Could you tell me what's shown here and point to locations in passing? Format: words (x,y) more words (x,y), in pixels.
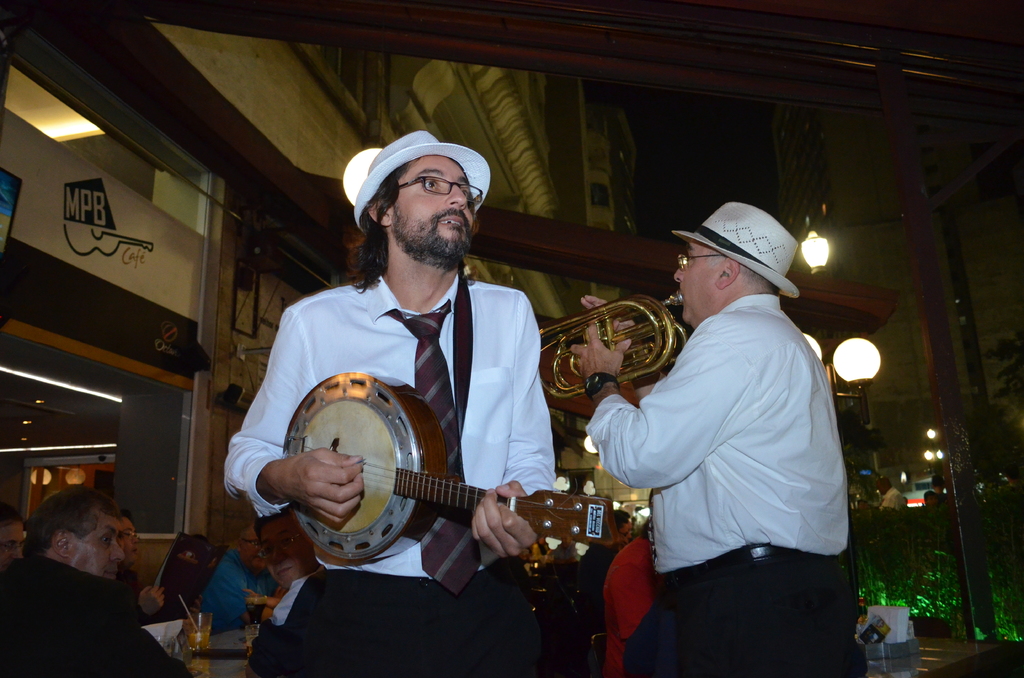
In the picture we can see a two men (741,361) are standing, one man (510,473) is holding a banjo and playing it, he is wearing a white cap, and the second man (720,526) is just beside him is playing a horn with white hat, in the background (192,280) we can see many people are sitting on the chairs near the table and we can also see some lights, plants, and wooden walls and something is pasted on it.
